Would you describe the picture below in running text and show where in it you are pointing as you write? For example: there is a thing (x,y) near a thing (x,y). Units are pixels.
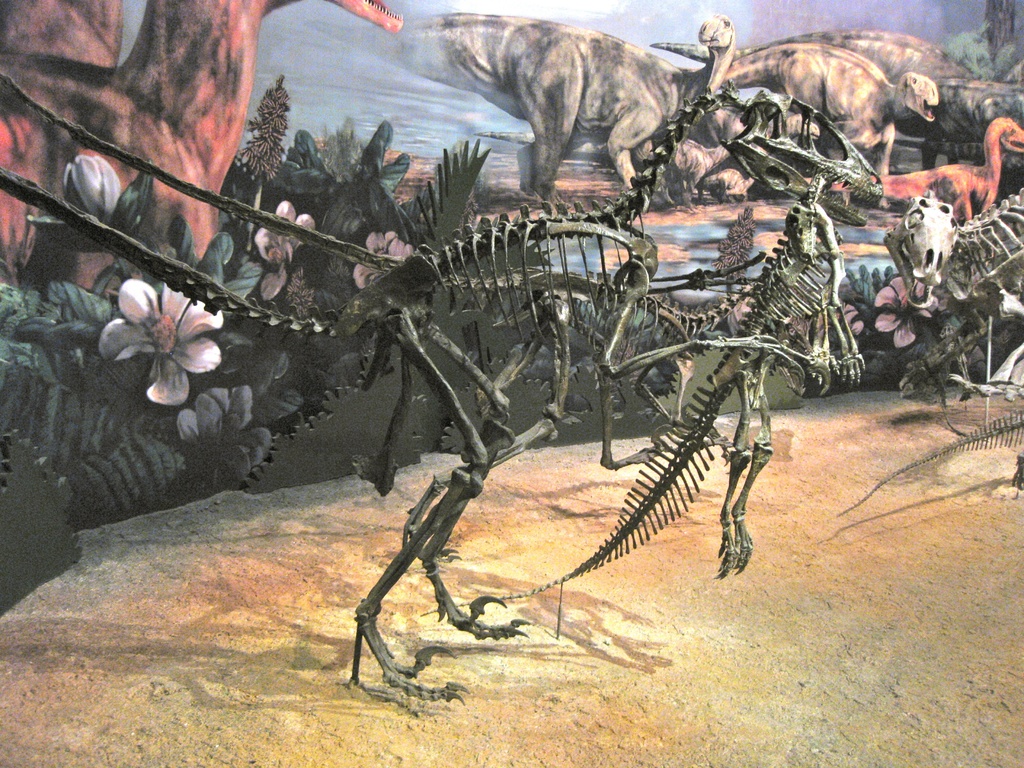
In this picture, we see the skeleton of the dinosaur (742,570). Behind that, we see the painting of the dinosaur and the plants (358,158).
